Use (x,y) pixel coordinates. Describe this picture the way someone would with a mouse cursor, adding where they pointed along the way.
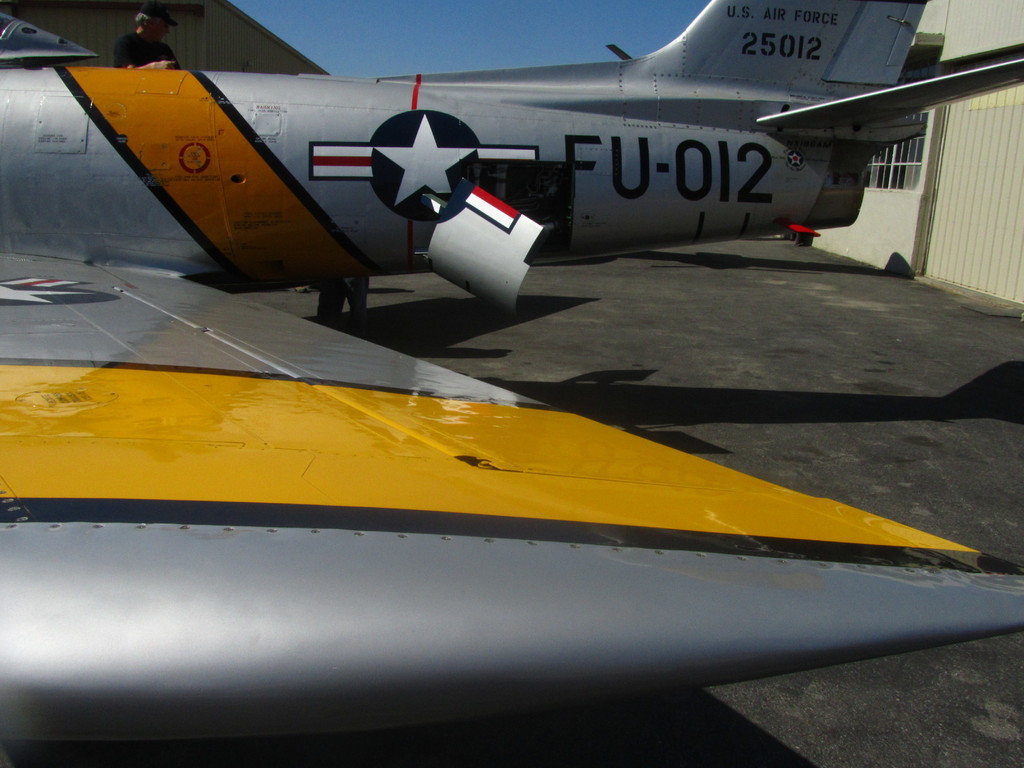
In this image In the foreground (33,321) I can see vehicle part (572,432), at the top (408,7) there is the sky (442,2), flight (394,107) on which there is a text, symbol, person (159,19), on the right side (1007,144) I can see window (916,157), the wall (970,205).
